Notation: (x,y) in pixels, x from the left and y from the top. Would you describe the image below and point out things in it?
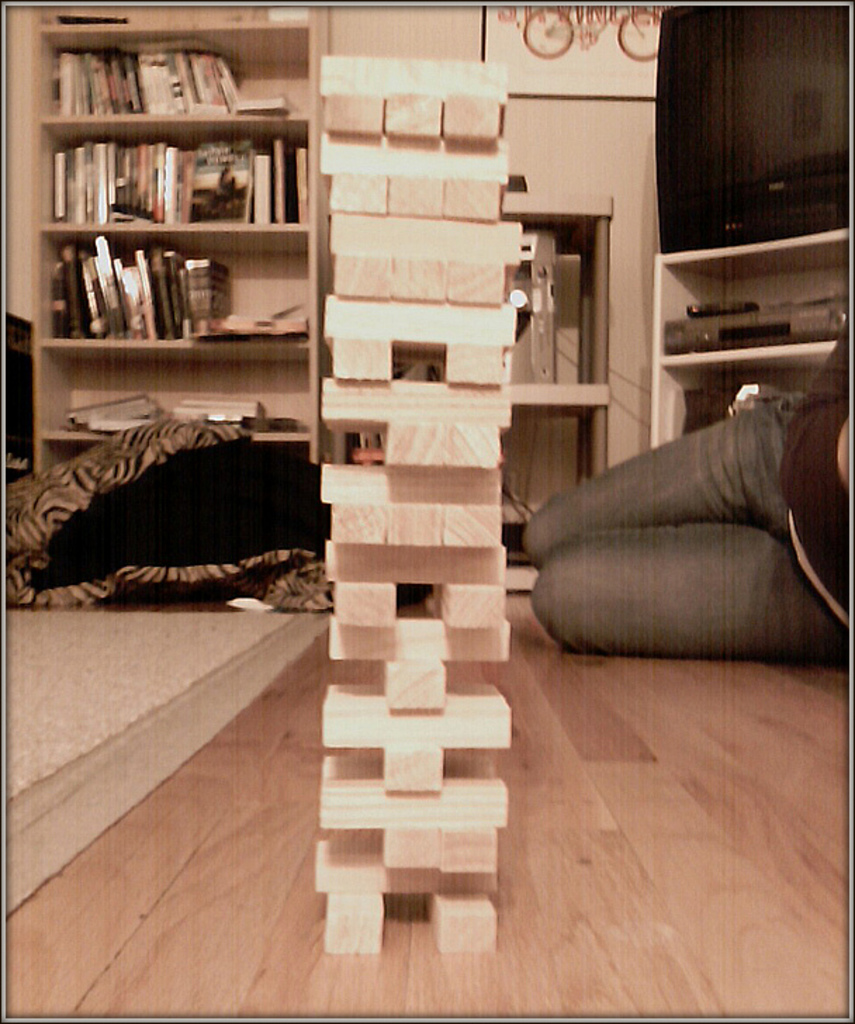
This picture shows a woman (657,560) seated on the floor (704,837) and we see a blanket (206,545) and few books (163,173) in the bookshelf (264,313) and a pile of wooden pieces (375,408) and a frame (617,90) on the wall (426,15) and we see a television (699,229) and a dvd player (745,328) and we see carpet (179,645) on the floor (817,676).
